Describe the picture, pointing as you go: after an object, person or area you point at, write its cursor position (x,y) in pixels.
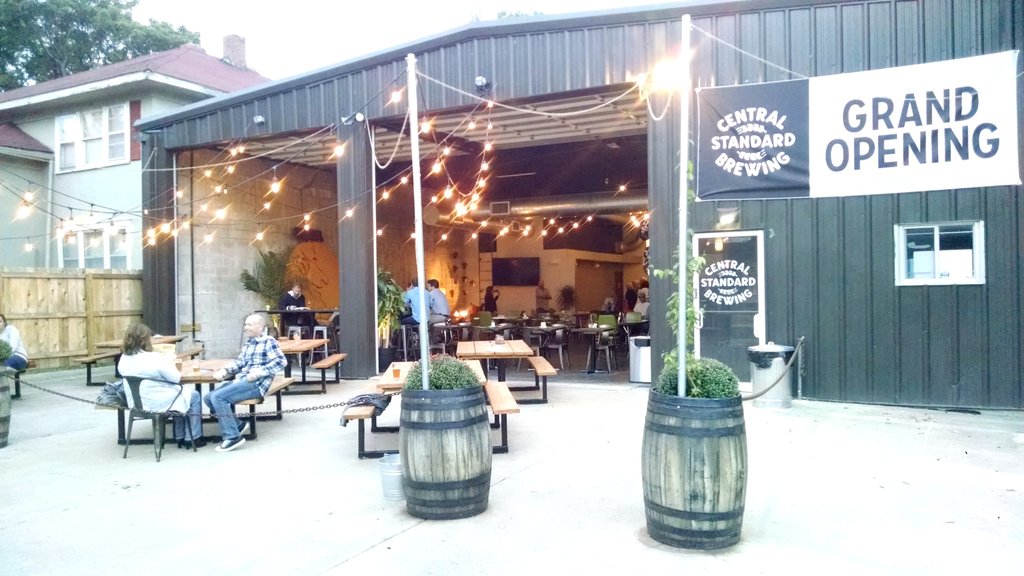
In this image I see a buildings (191,128) over here and I see the shed (476,173) over here and I see few people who are sitting on benches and I see chairs (610,332) and tables (589,336) and I see the lights (386,198) and I see the poles (680,355). I can also see that there are plants (414,383) in these wooden things (731,456) and I see the banners (766,123) over here on which there are words (870,144) written and I see the path (903,410) and I see another plant (257,283) and I see the wooden fencing (0,275) over here. In the background (74,65) I see the trees (34,77) and the sky (327,45).
